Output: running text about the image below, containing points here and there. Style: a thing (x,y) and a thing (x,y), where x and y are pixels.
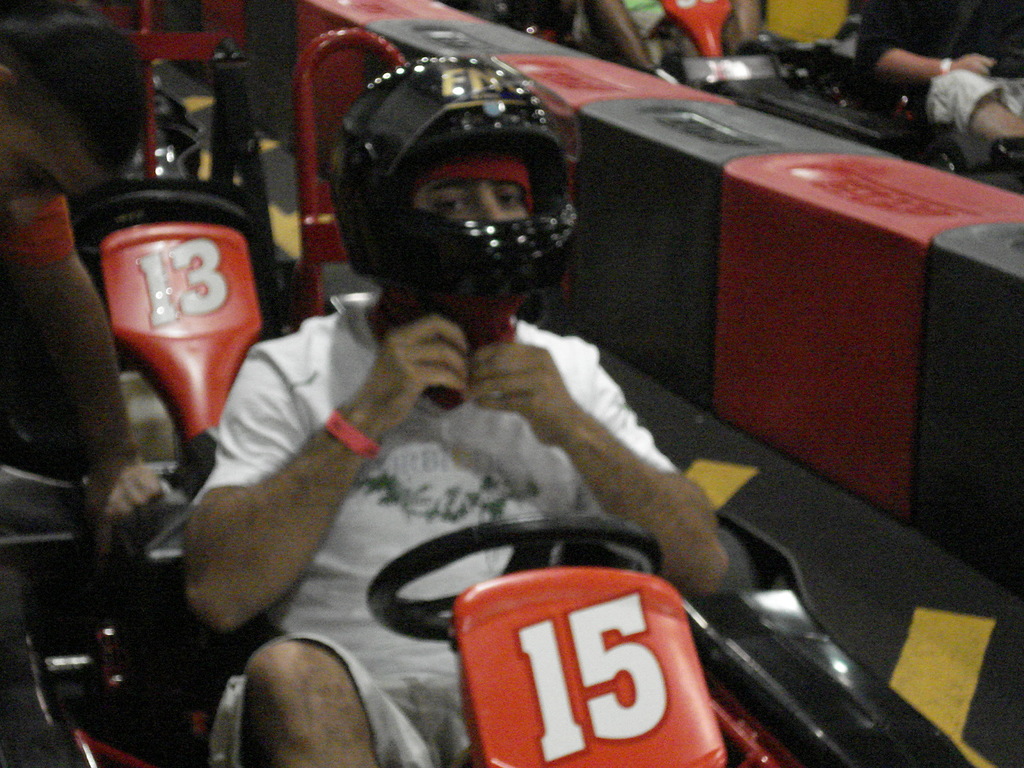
In this image there is a person (525,483) sitting in the vehicle (567,641). He is wearing a helmet (425,252). Left side (11,110) there is a person (90,165) holding the vehicle (130,527). Few vehicles (221,342) are on the floor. Right top there is a person (949,76) sitting in the vehicle (923,94). Beside him there is a wall (645,207).
